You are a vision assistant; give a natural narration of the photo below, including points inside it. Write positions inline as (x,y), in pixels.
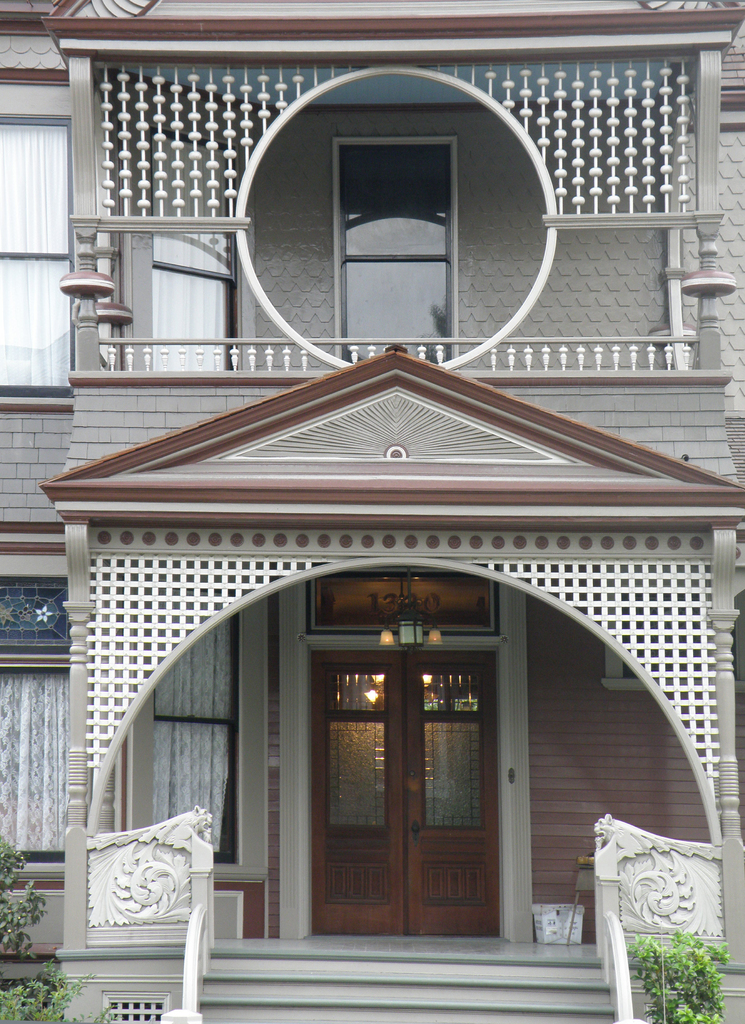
In the foreground of this image (492,586), there is a building (538,424), where we can see door (455,857), windows (371,270), stairs (420,986), plants (706,985) and the curtains (11,376).
